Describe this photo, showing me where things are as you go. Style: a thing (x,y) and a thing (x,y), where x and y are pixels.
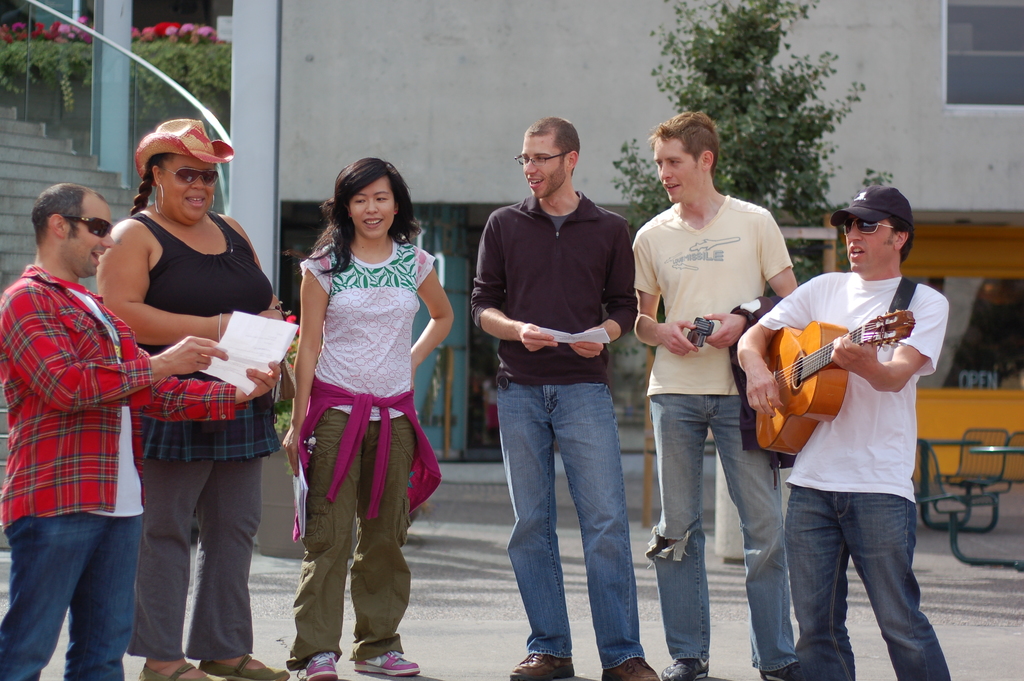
In this image there are group of people (379,368), the person (865,469) with white t-shirt (869,454) is holding guitar (813,375) and a person (69,381) with red shirt (76,473) is holding a paper (219,373). At the back side (413,57) there is a building (524,81), tree (761,136) and table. There is staircase (38,158) at the left side of the image (35,176).
